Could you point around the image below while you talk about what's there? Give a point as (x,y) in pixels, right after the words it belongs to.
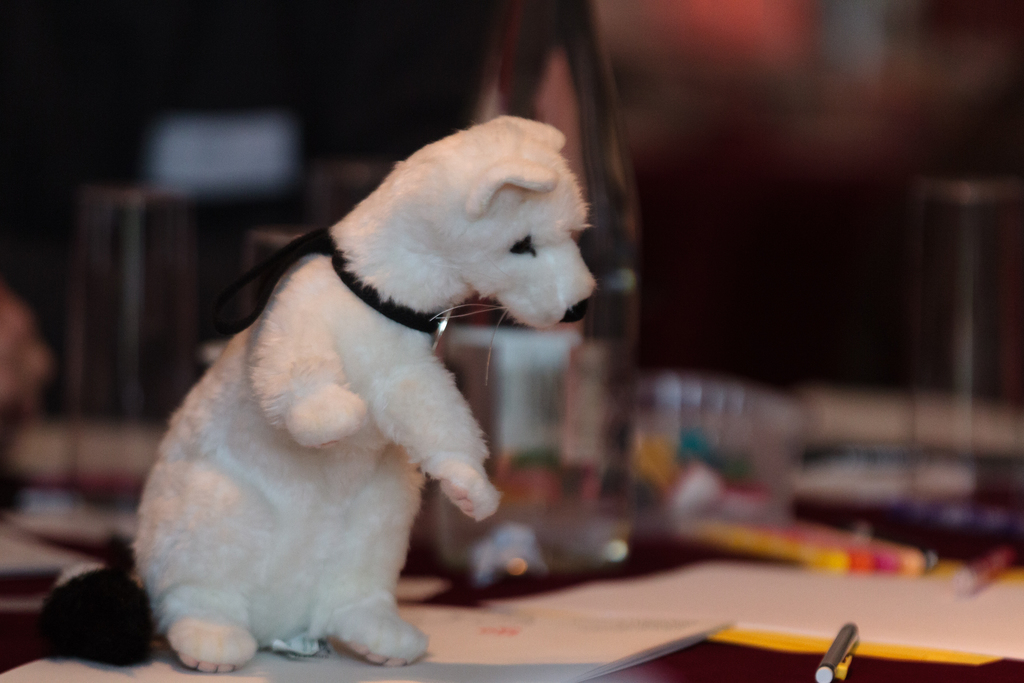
In this picture, we see a toy animal (182,498) in white color. We see a pen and papers (809,591) are placed on the table (677,652). In the background (683,413), we see some elements (512,352) which are blurred.
